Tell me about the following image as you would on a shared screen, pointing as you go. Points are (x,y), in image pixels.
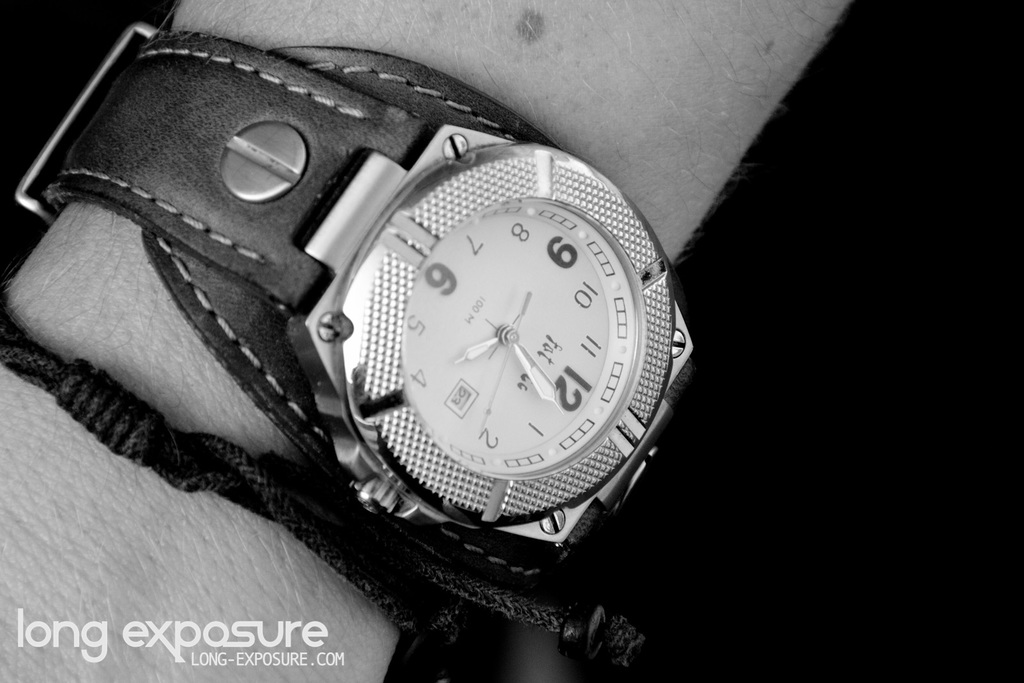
It is the black and white image in which there is a watch (226,221) to the hand (80,428). Beside the watch (145,170) there is a band (121,445).
